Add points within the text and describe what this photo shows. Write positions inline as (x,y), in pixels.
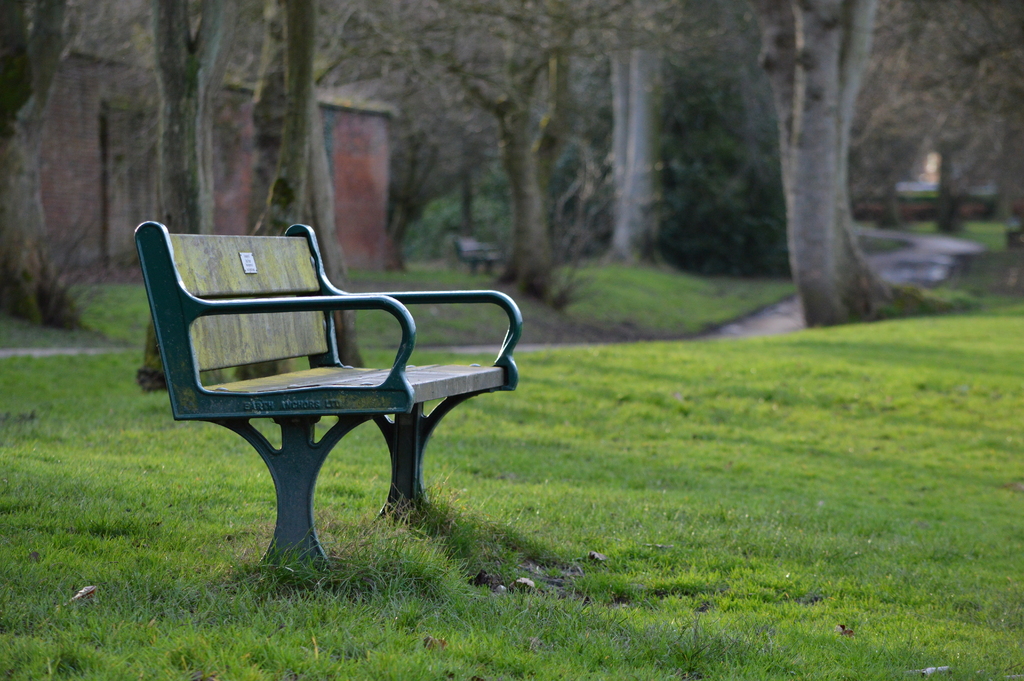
In this image we can see a bench (289,475) on the grassy land (153,559). In the background of the image (143,125), we can see trees (167,134) and a house (71,188).
